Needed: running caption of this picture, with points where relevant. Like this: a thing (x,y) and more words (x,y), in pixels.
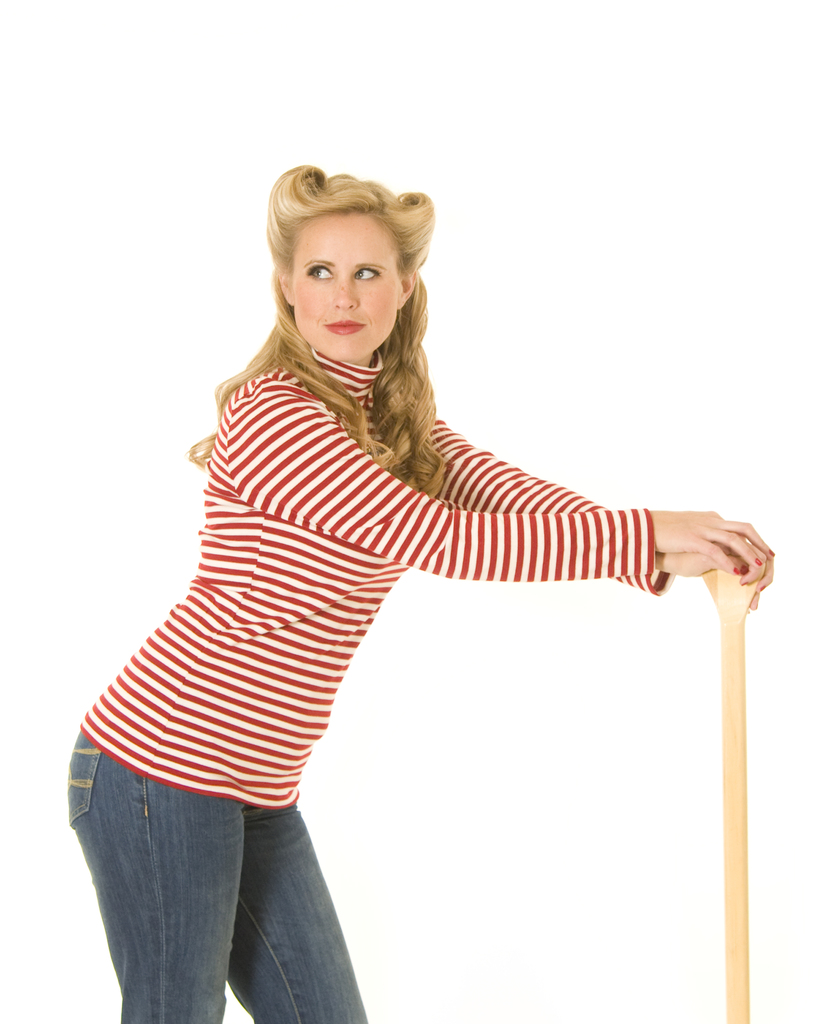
In this picture I can see a woman (173,774) in the middle (319,542), she is wearing a t-shirt (319,579), and trouser (214,852) and also holding an object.
